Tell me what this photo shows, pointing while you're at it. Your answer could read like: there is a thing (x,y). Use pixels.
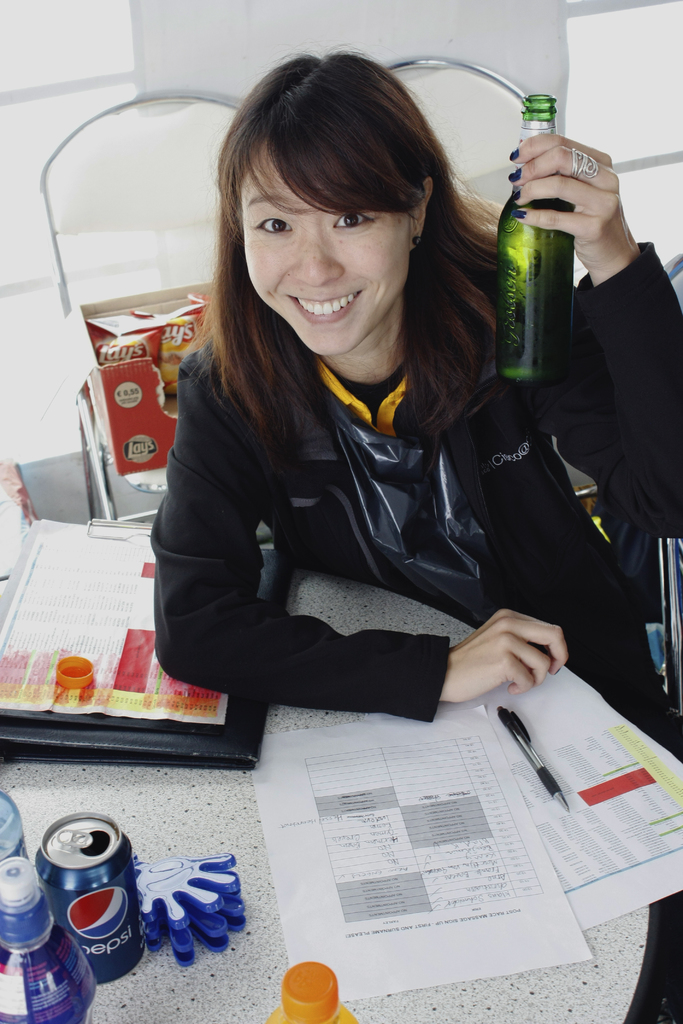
In this image I see a woman (528,514) who is sitting and she is holding a bottle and I can also see she is smiling. In front of her there are few papers (7,694), cans (94,941) and bottles (38,940).
